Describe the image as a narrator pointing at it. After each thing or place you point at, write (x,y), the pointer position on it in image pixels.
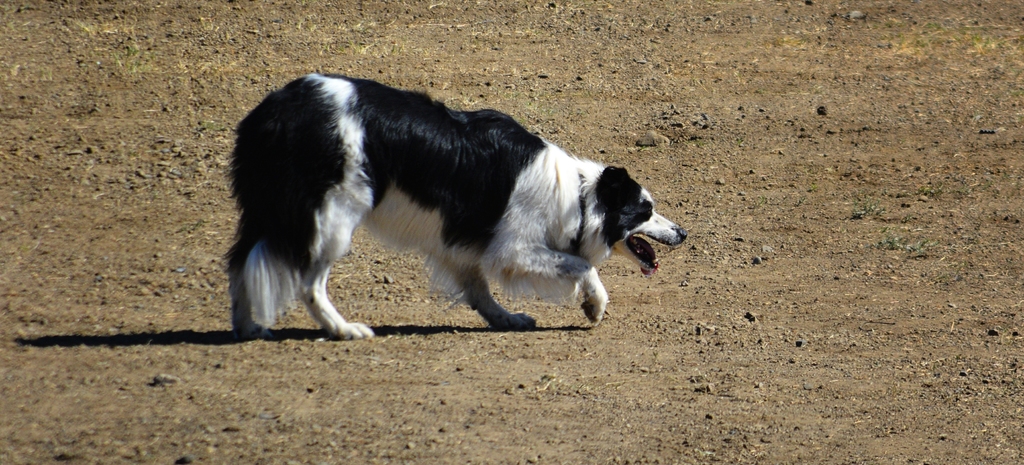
In this image I can see a dog (323,159) which is black and white in color on the ground (468,345) which is brown in color.
